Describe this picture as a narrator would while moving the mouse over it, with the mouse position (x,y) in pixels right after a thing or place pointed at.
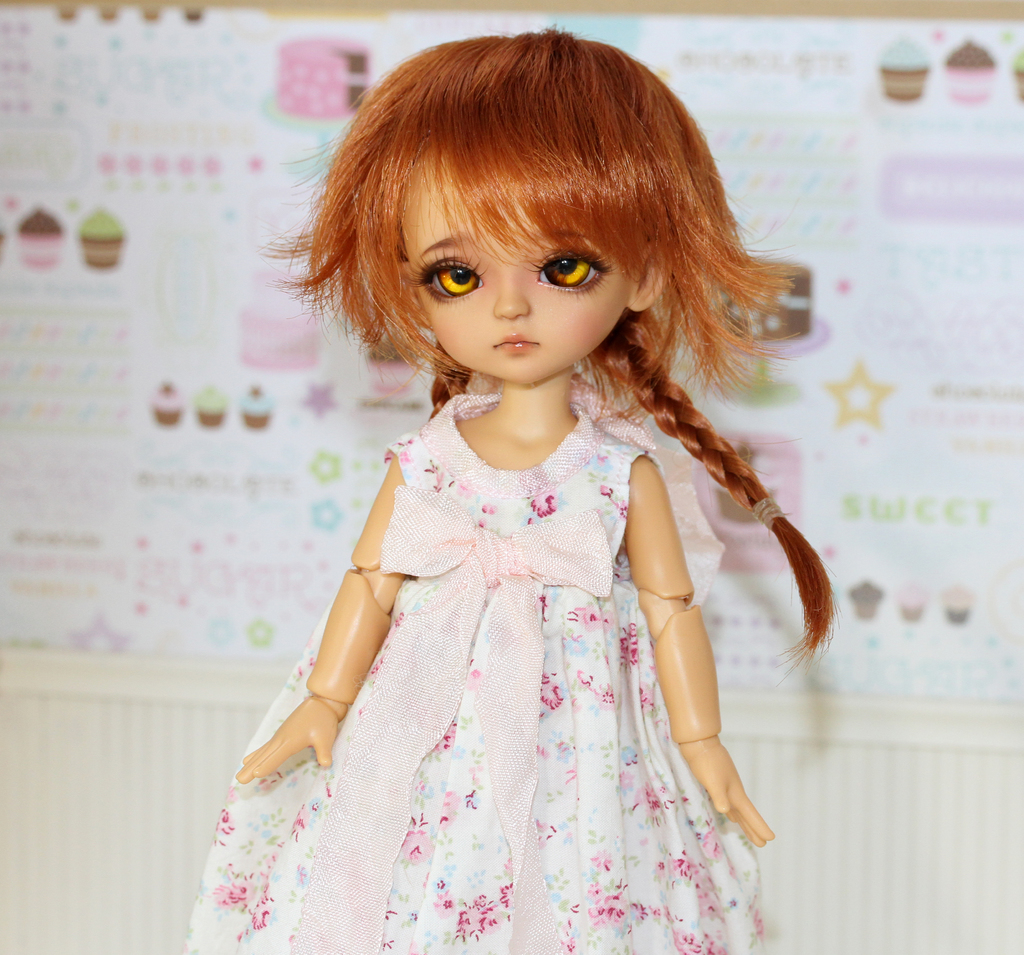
In this picture we can observe a doll (437,610). There is a white and pink color dress (444,734) on the doll (465,690). We can observe yellow color eyes (570,268) and brown hair (528,121). In the background (299,504) there is a chart (901,312).
